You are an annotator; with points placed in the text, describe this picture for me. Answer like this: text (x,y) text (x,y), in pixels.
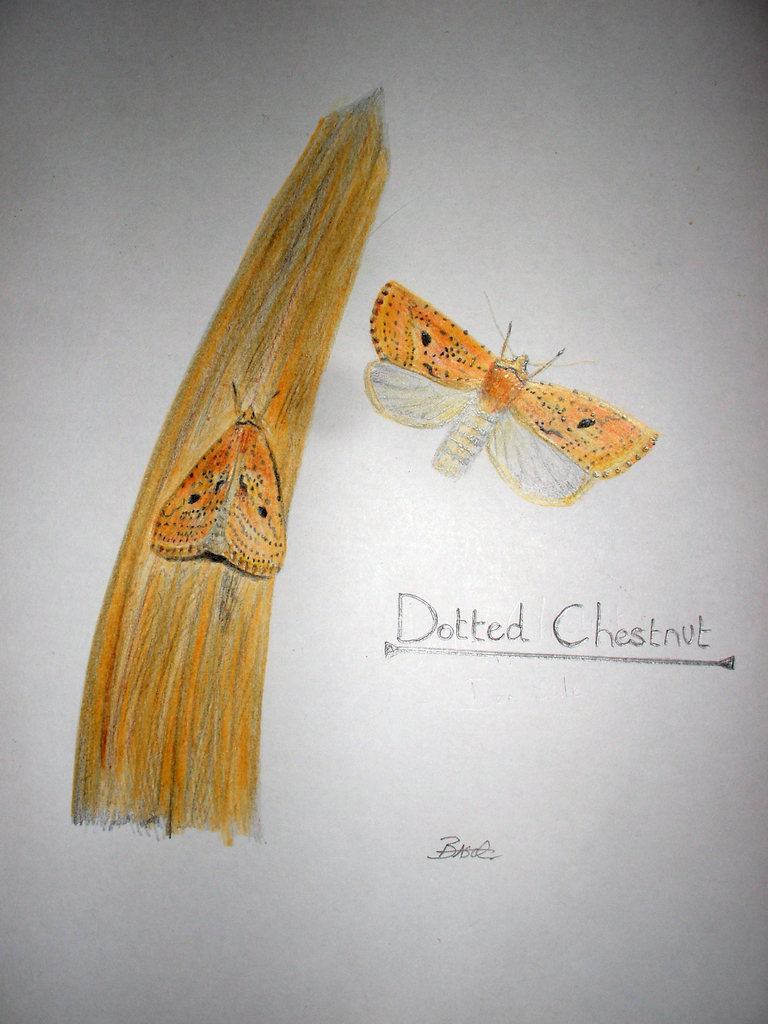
In the picture there are sketches (267,517) of two butterflies (486,383) and it is written as "dotted chestnut" below the butterflies (247,549) on the right side (585,632).
